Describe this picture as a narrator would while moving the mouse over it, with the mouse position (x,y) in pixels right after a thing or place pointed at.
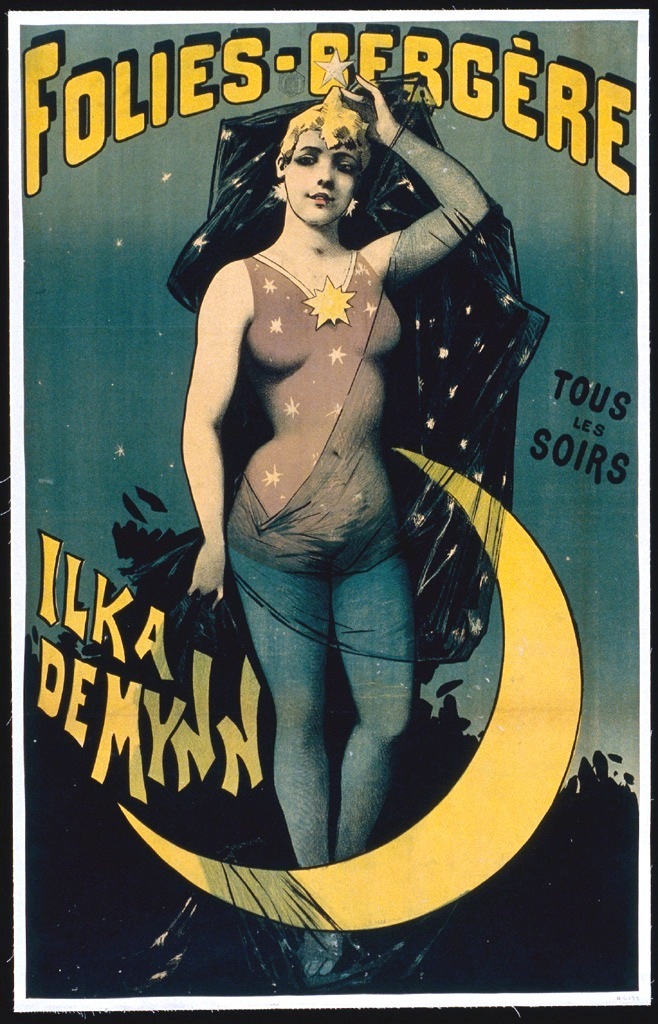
This is a poster (462,778) having texts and paintings (169,602) of a woman (308,588), sky (504,183) and other objects (604,791).
